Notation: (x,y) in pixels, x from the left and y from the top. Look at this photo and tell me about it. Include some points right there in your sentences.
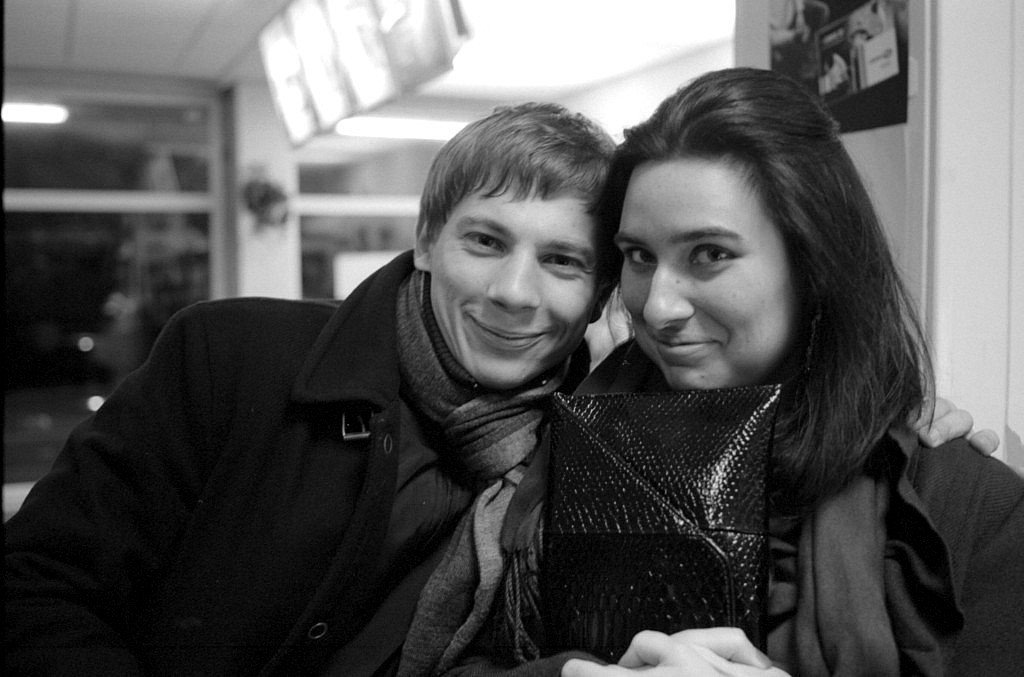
In this image I see a black and white image and I see a man (352,333) and a woman (800,397) and I see that both of them are smiling. In the background (793,35) I see a poster (822,66) over here and I see the wall (913,25) and I see the lights (372,125) and I see that it is a bit blurred in the background (176,190).
